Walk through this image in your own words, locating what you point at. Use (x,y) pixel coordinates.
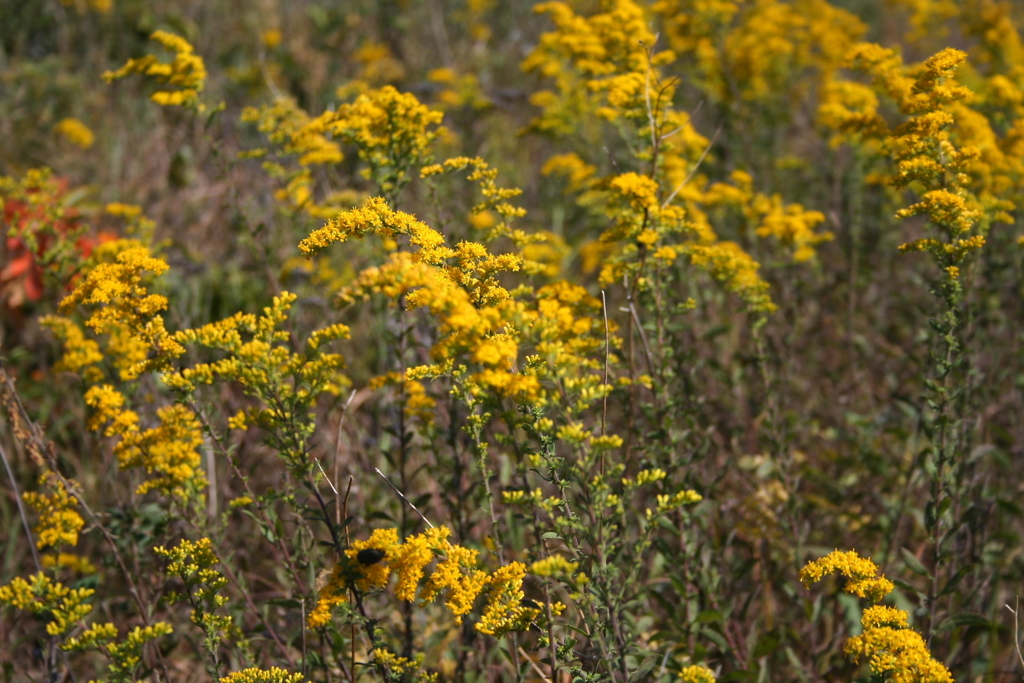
This picture contains plants (671,428) which are flowering and these flowers (362,289) are in yellow color. In the background (216,168), it is blurred. This picture might be clicked in the garden (432,512).
